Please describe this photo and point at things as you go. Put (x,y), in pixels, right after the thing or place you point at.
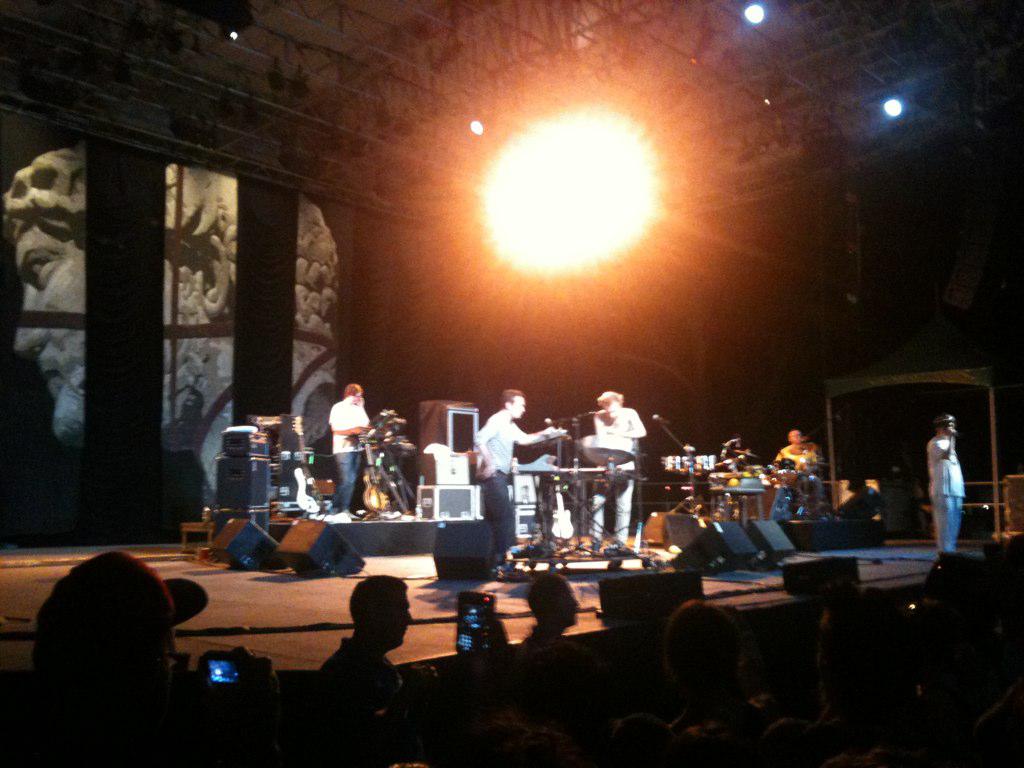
As we can see in the image there is wall (775,284), lights (563,171), camera (245,668), group of people (610,759), tables (571,472), sound boxes (290,469) and mics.
